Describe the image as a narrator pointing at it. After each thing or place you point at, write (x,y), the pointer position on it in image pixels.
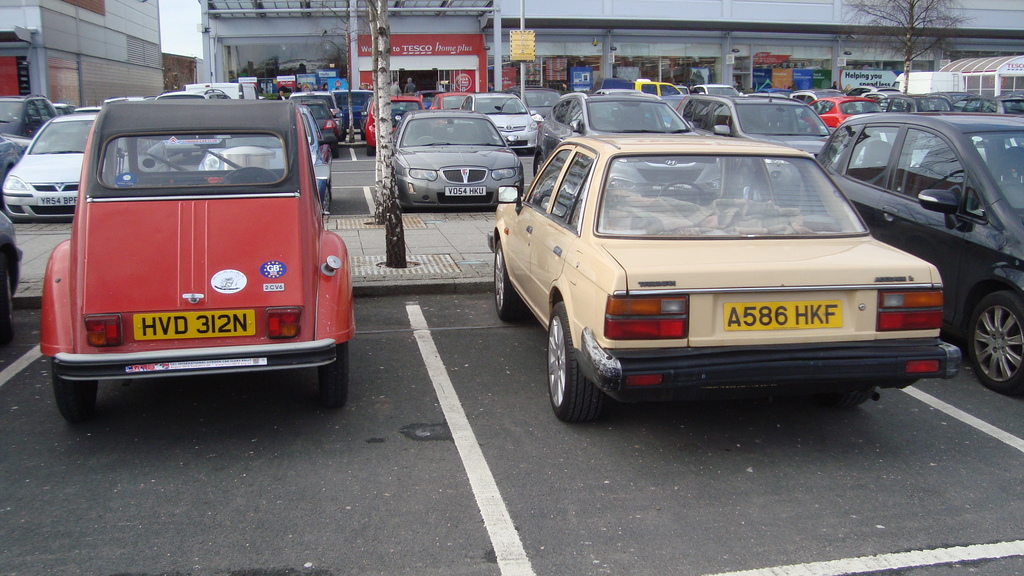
In this image we can see some vehicles (514,270) which are parked on the road (461,323) and at the background of the image (414,38) there are some shops (74,86), show rooms (714,36) and trees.
